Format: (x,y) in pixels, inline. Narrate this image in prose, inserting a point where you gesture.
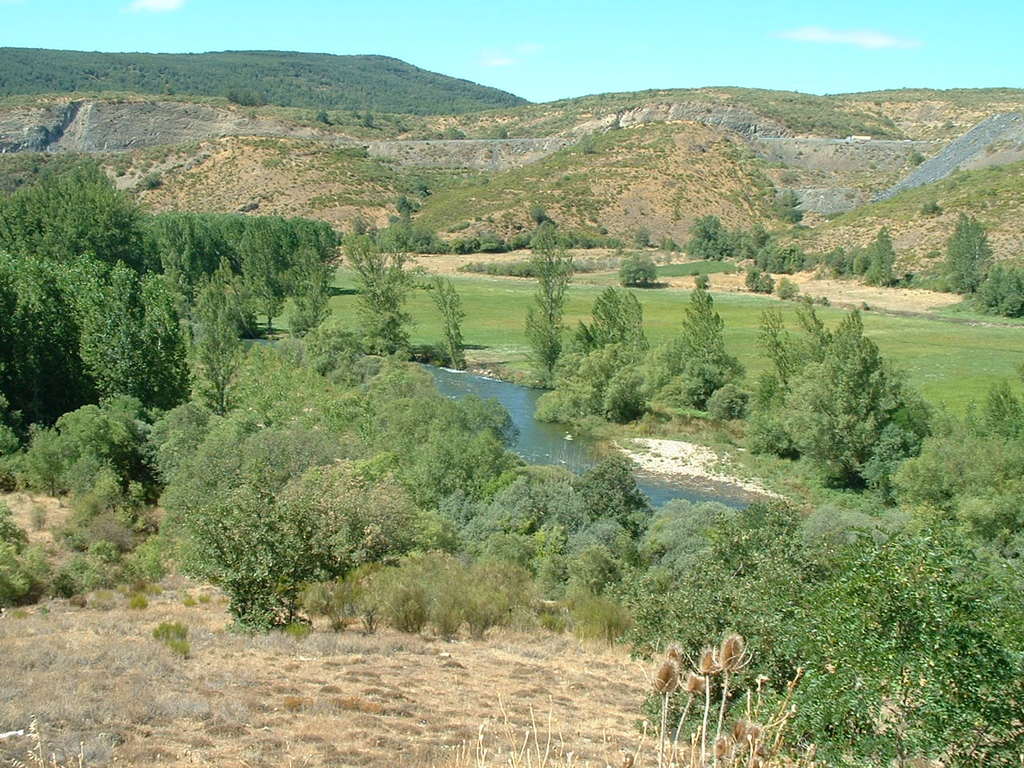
In the center of the image (467,400) we can see the trees (960,286), grass (708,274) and water (522,441). At the bottom of the image (420,662) we can see the ground (394,666). In the background of the image (741,219) we can see the hills (752,202). At the top of the image (749,13) we can see the clouds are present in the sky (792,56).
